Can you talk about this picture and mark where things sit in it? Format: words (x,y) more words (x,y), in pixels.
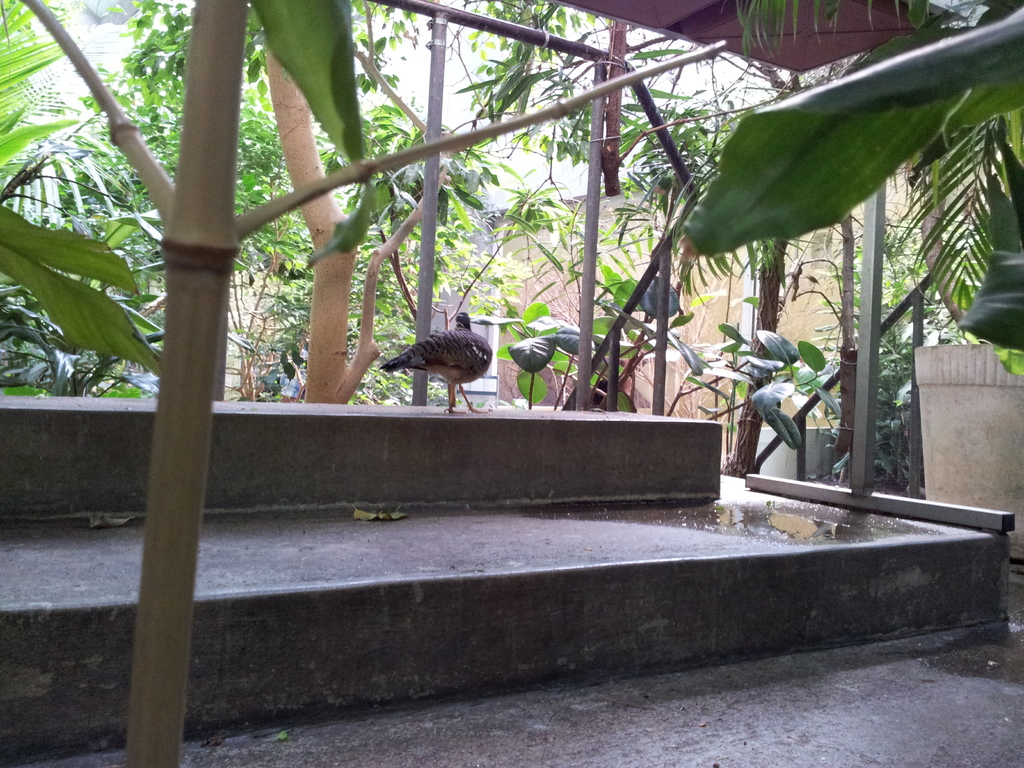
In this picture we can see a bird (468,318) on a platform (422,443), poles (591,172) and in the background (746,80) we can see trees (674,85).
